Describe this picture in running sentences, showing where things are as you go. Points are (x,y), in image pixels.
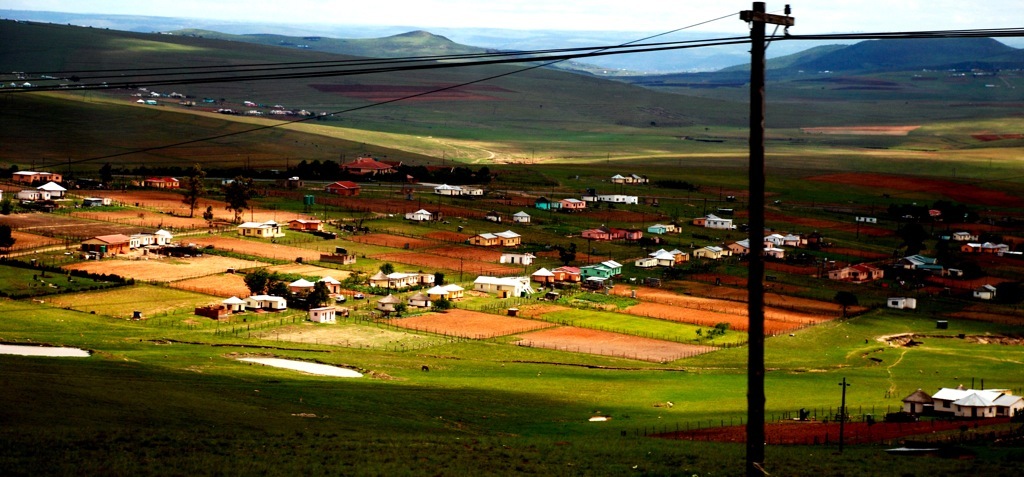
In this image I can see few poles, few wires (577,47), an open grass ground (566,370) and I can see number of buildings (584,236). I can also see mountains (1015,52) in background (430,113).
